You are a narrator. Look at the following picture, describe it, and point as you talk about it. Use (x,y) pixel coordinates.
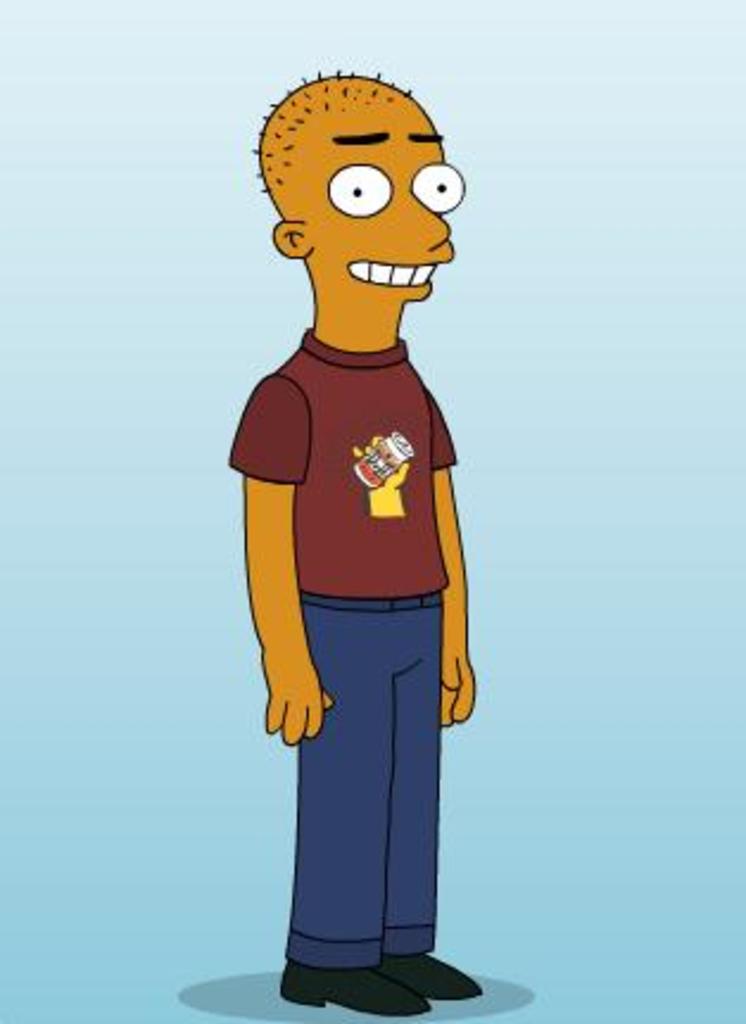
In this image we can see one cartoon man (327,968) standing and there is a white and sky blue color background (26,986).
